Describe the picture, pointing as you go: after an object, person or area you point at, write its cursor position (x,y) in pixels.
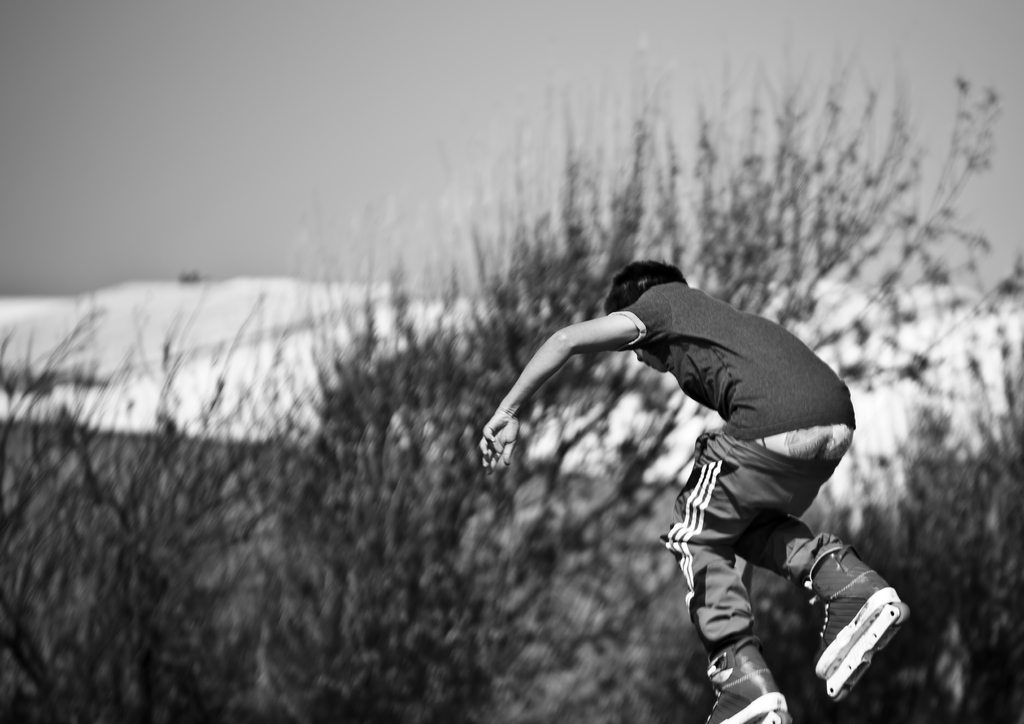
A man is doing skating, he wore skating wheels (855,616). In the middle (444,482) there are trees (437,494), in the back side (302,344) it is snow (251,398).
